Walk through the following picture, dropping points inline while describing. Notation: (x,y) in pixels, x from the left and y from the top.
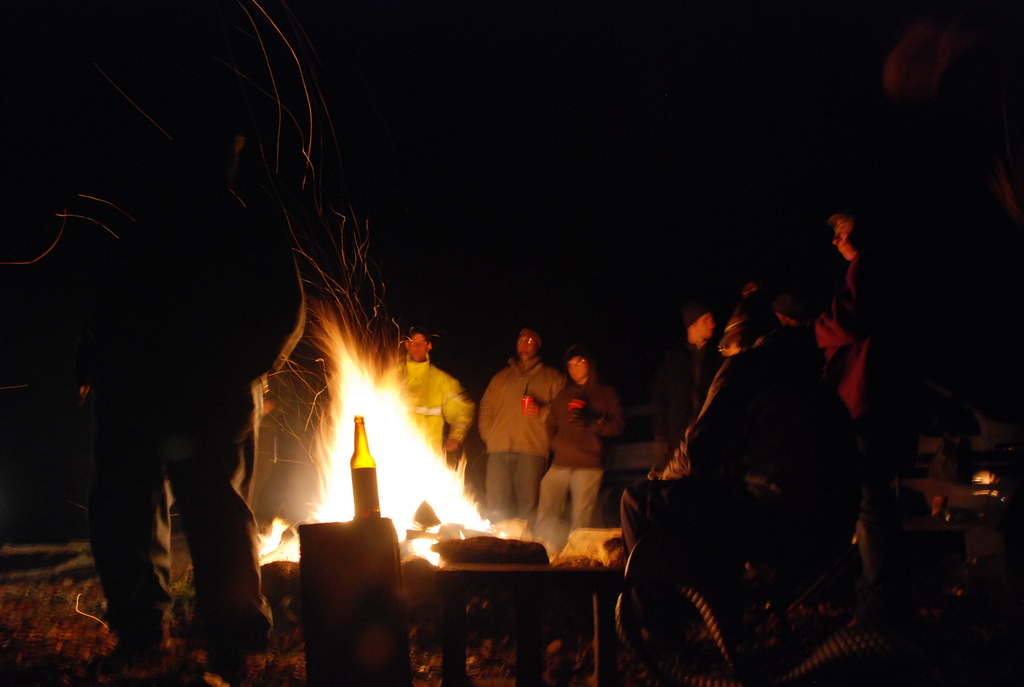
In the center of the image (583,440) we can see group of persons (599,440) standing at the camp fire (325,431). At the bottom of the image (362,471) we can see a bottle (359,505) and table (459,595). In the background (568,197) there is a sky (517,140).
